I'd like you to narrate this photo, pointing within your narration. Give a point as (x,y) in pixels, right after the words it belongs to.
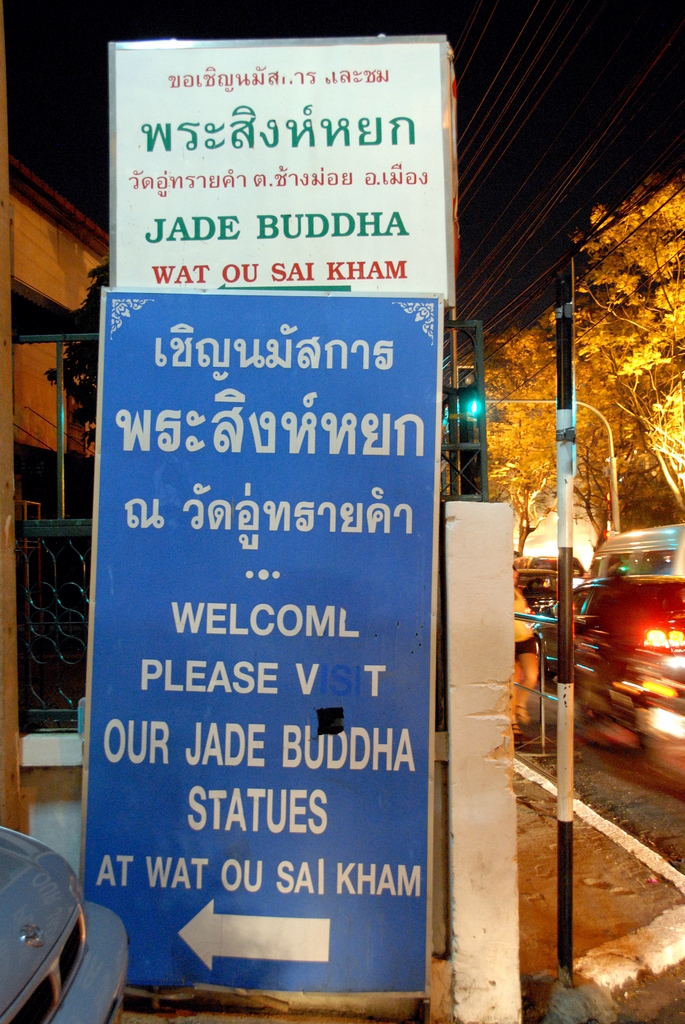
In this image there is a board (436,445) in the middle (432,453). On the board (207,703) there is some text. On the right side (599,625) there is a road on which there are vehicles (645,637). There is a signal light (486,408) on the footpath (535,803). On the left side (56,929) bottom there is a car (41,925). In the background (45,389) there is a building (23,248). At the top (531,294) there are wires (515,186). On the right side (626,418) there are trees (622,416) beside the road (657,776).
